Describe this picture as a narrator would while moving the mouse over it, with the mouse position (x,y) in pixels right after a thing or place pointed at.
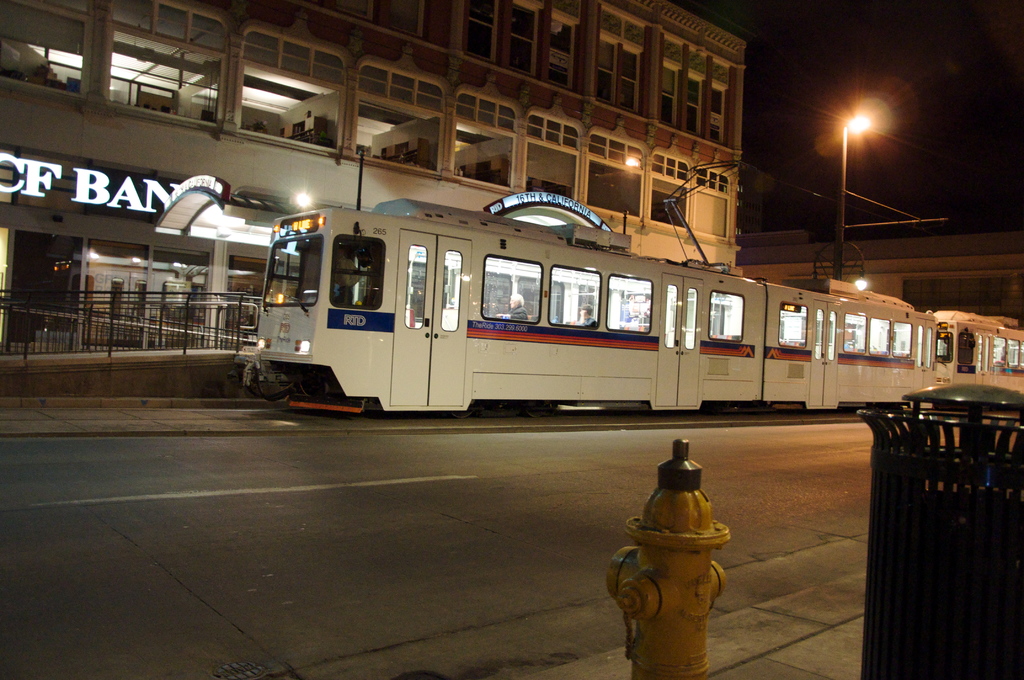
In the picture I can see a train (646,312) on the railway track (253,412) and it is in the middle of the image (478,304). I can see two persons (589,314) in the train (741,305). I can see the fire hydrant (686,537) on the side of the road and it is at the bottom of the image (694,511). This is looking like a garbage box (976,466) on the right side (949,458). In the background (275,75), I can see the building (363,118). I can see the metal fence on the left side (238,292). There is a light pole (844,211) on the top right side (878,223).
